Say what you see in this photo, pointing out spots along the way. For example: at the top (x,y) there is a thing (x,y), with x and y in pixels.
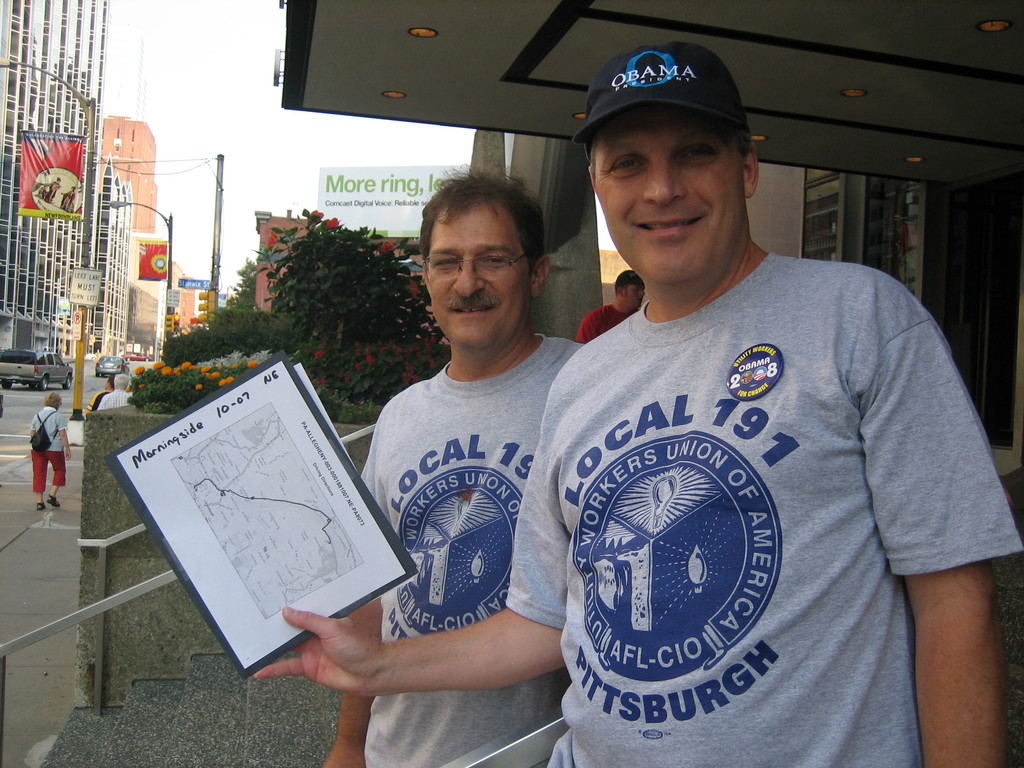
In this image I can see two people (590,511) are standing and smiling. This person (637,454) is holding some papers (330,615) in the hand (347,626) and wearing a cap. In the background (317,284) I can see trees (304,311), flower plants (304,257), a board (350,190) which has something written on it and light poles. I can also see vehicles (69,365) on the roads (67,408) and buildings (79,259). Here I can see the sky (209,99).
